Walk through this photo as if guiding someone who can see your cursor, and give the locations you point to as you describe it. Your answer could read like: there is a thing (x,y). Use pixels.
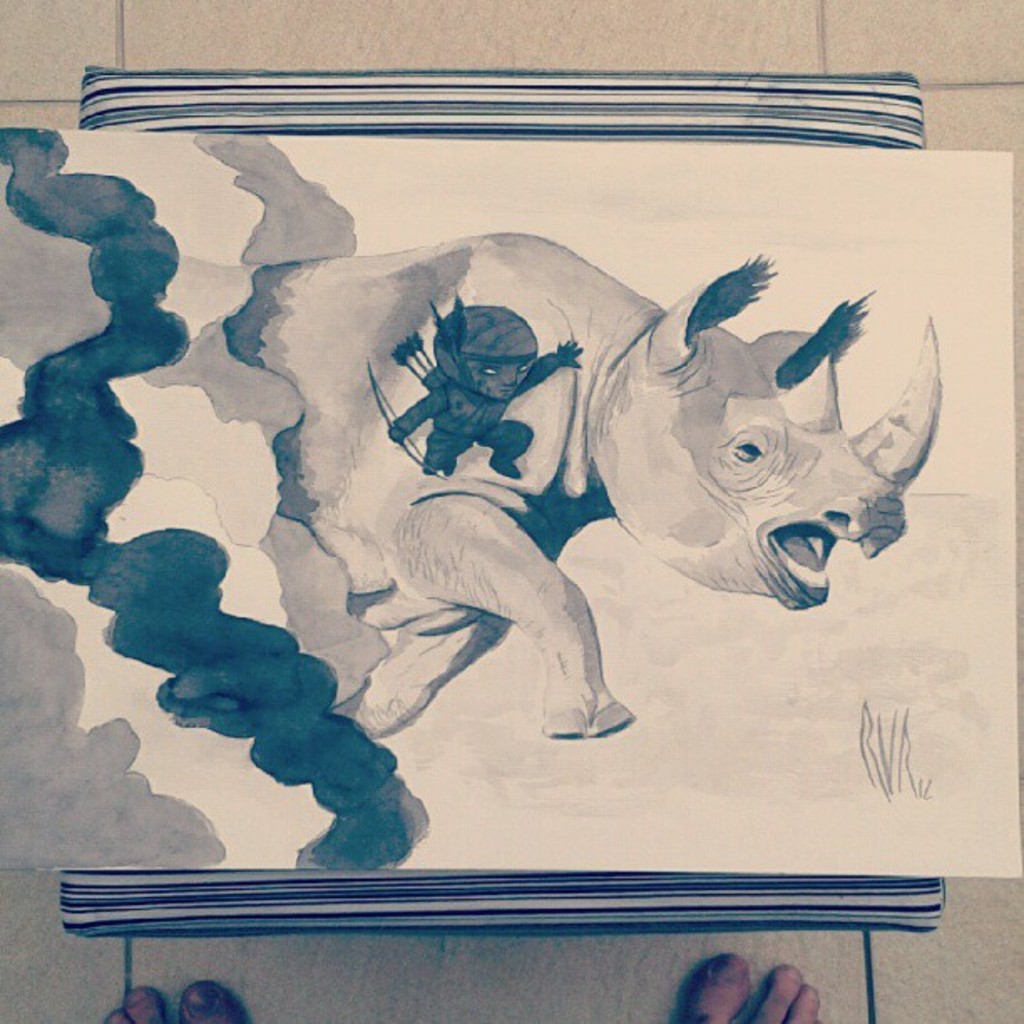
In this picture we can see a paper (535,507) on an object (599,110). On the paper (508,315) there is the drawing (430,284) of a rhinoceros (447,292) and a person (461,350). At the bottom of the object (452,900), we can see a person legs (218,997).
